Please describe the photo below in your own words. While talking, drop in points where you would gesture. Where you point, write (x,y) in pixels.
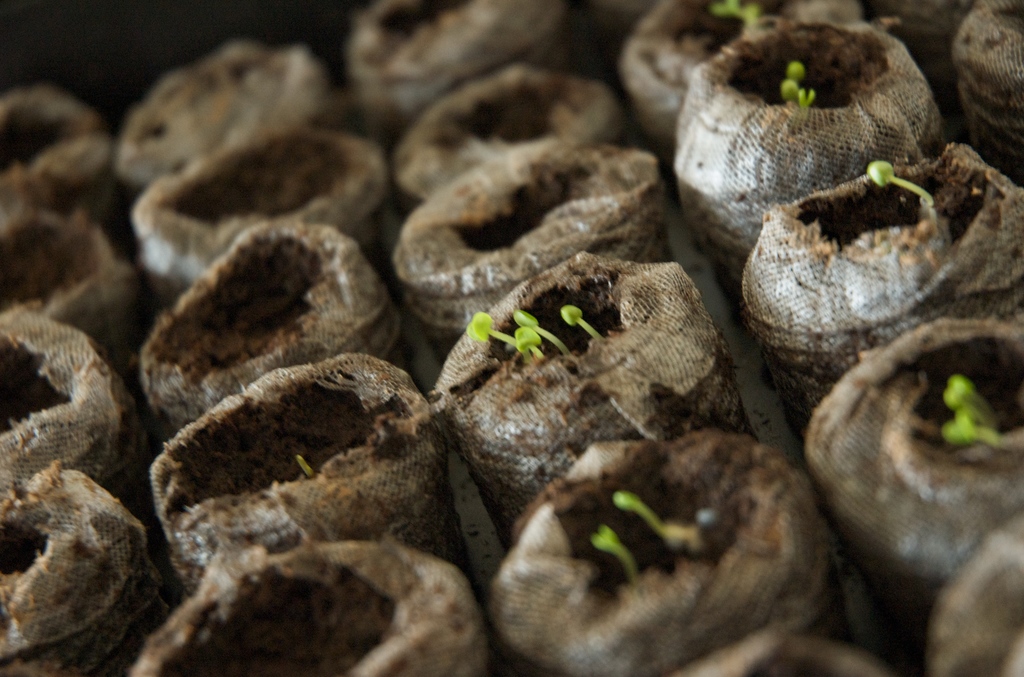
In this image I can see few bags (658,388) with brown colored mud (316,416) in them. I can see few plants (515,346) which are green in color in few of them. I can see the black colored background (286,15).
